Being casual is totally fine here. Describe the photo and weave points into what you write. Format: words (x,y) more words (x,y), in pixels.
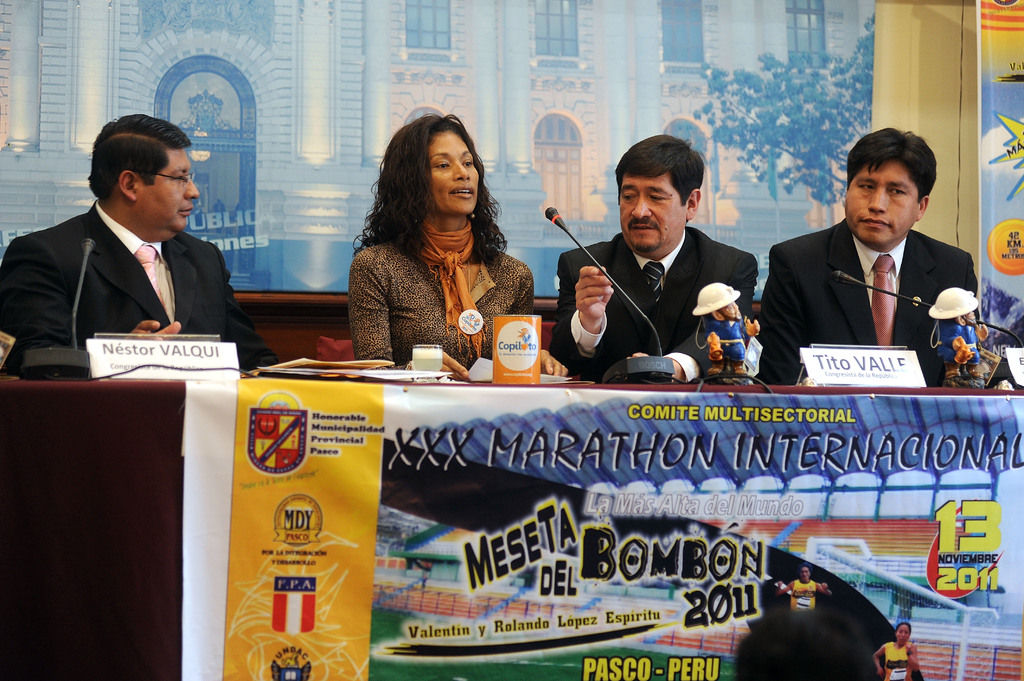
In this picture, we see four people (425,278) are sitting on the chairs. In front of them, we see a table (69,445) on which glass (428,352), papers (478,363), files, name boards (102,337), toys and microphones (658,350) are placed. At the bottom of the picture (439,531), we see a banner (735,485) with some text (693,447) written on it. In the background (746,102), we see buildings (489,86) and trees (740,125). It might be a poster (734,78).
